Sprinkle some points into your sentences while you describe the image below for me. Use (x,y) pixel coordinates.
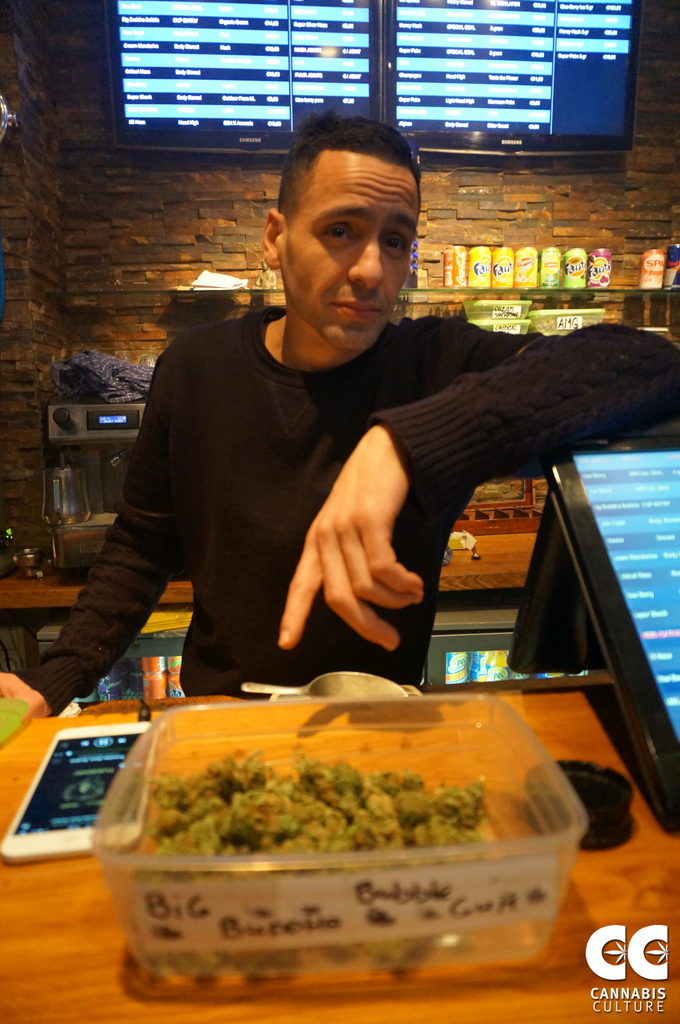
This is the man (302,435) wearing black t-shirt (434,452) and standing. This is the table (75,882) with mobile phone (89,840) and a box (330,863). This looks like a monitor screen (643,551). These are the tins (528,275) and boxes (475,313) placed on the rack (632,292). This looks like some machine (97,507). At background (521,94), I can see two screens (541,103) attached to the wall (635,173).
